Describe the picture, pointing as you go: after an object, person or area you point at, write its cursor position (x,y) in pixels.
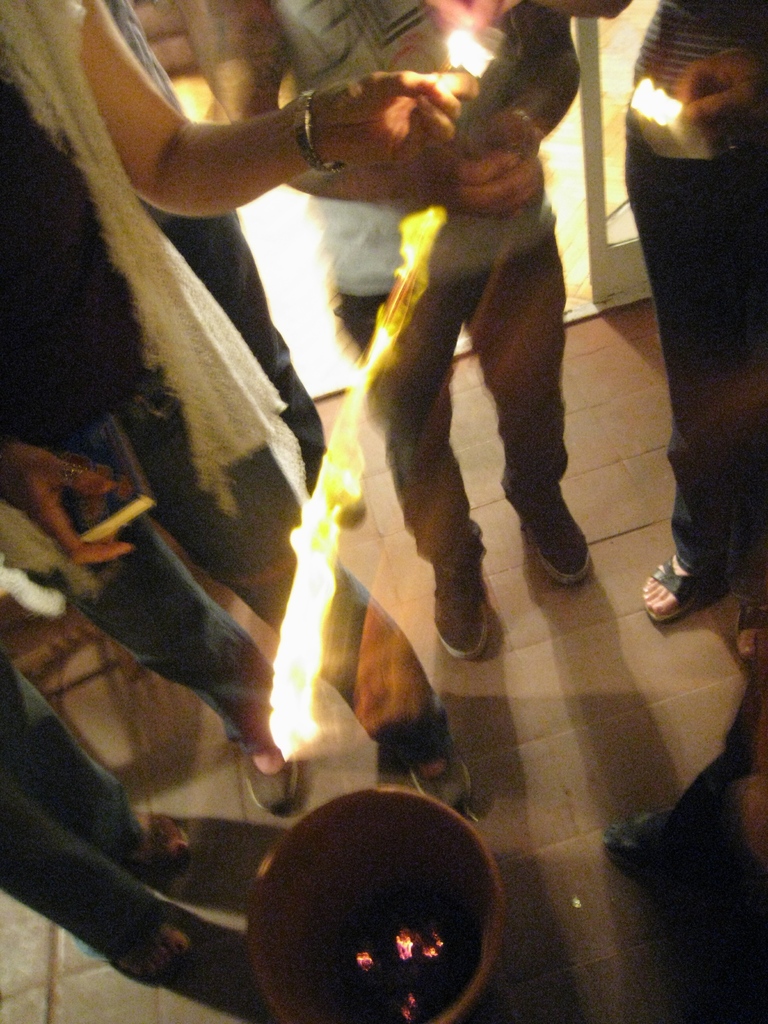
In this image there are a few people (354,182) standing. In the center (376,356) there is the fire (310,612). At the bottom (353,919) there is a pot (483,908).
